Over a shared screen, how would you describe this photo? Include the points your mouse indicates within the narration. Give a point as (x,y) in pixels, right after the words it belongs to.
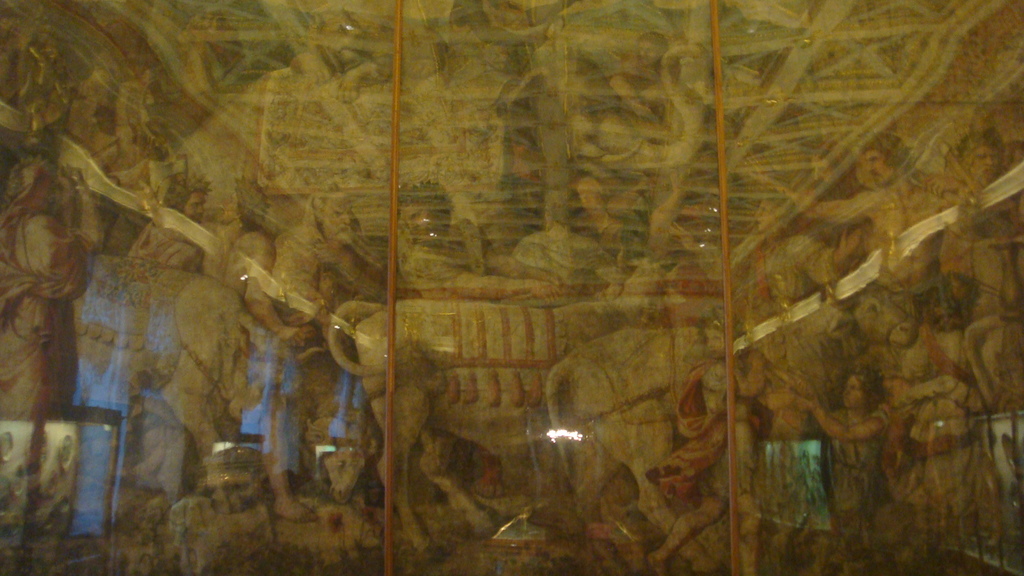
In this image we can see a painting (867,295) of a group of persons (896,413) and some animals (632,435).
